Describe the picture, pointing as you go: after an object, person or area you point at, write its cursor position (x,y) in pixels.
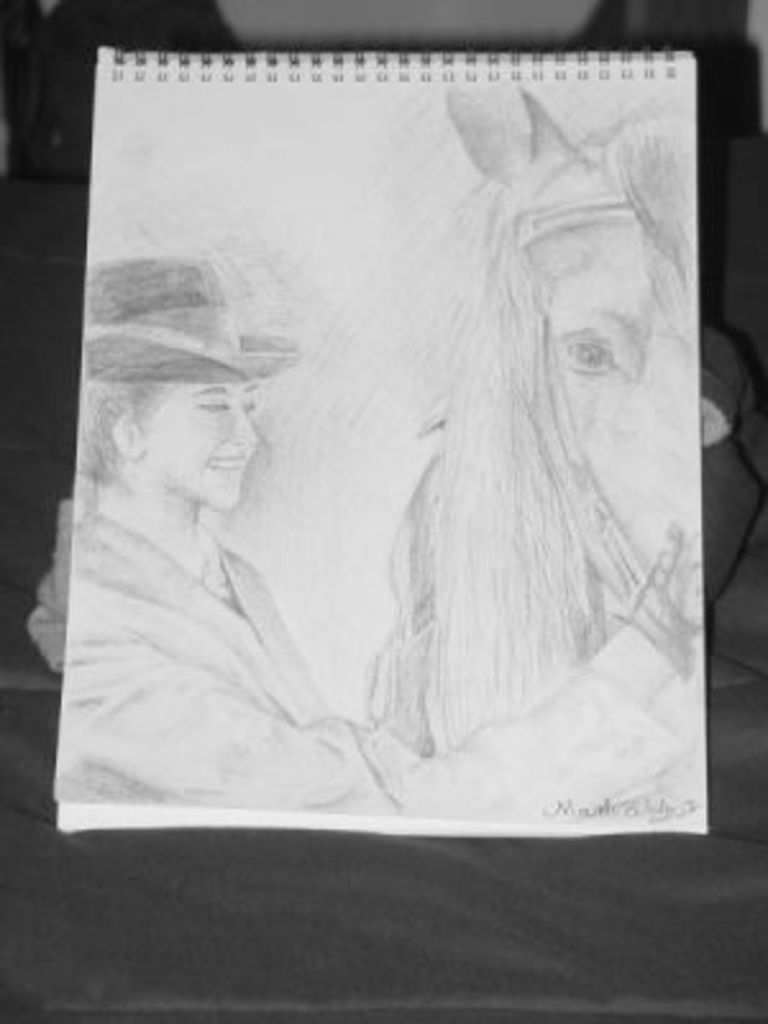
In this image I can see it looks like a sketch, on the left side (149,356) there is a person (243,583) touching the horse (397,644) and also wearing the hat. On the right side (642,458) there is the horse (663,464).
